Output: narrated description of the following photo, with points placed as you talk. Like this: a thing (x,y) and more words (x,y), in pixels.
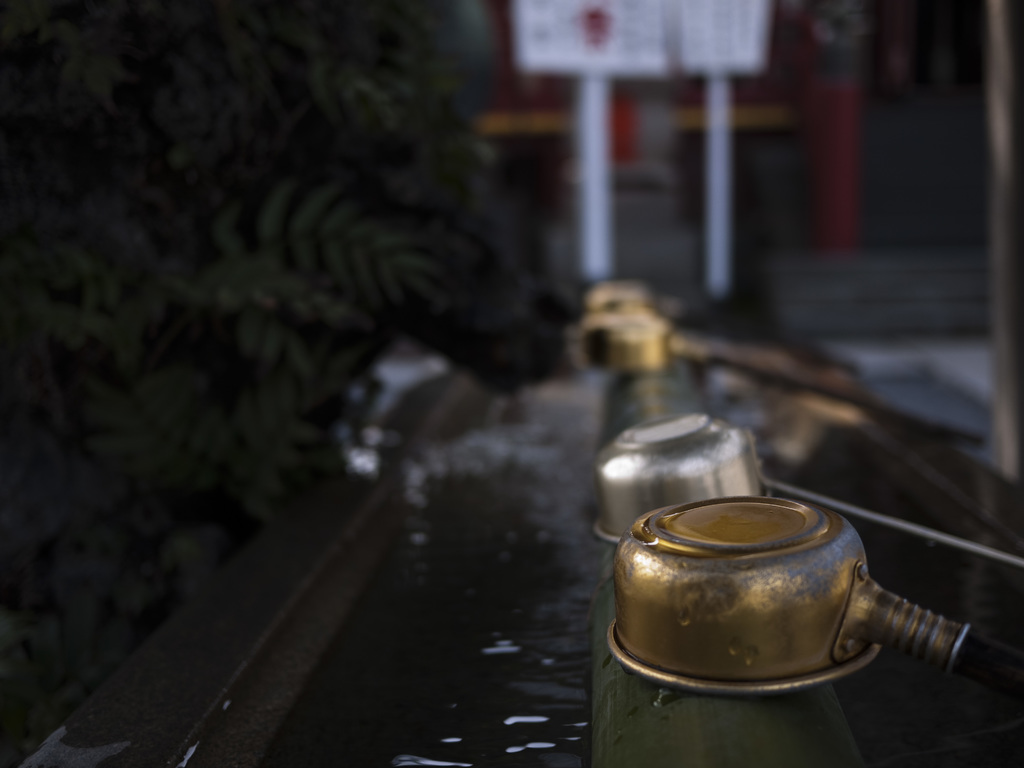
In this image we can see some silver and golden color things (661,461) on pipe (630,678), on left side of the image (263,278) there are some trees (347,232) and in the background of the image (693,47) there is a board (728,29).
